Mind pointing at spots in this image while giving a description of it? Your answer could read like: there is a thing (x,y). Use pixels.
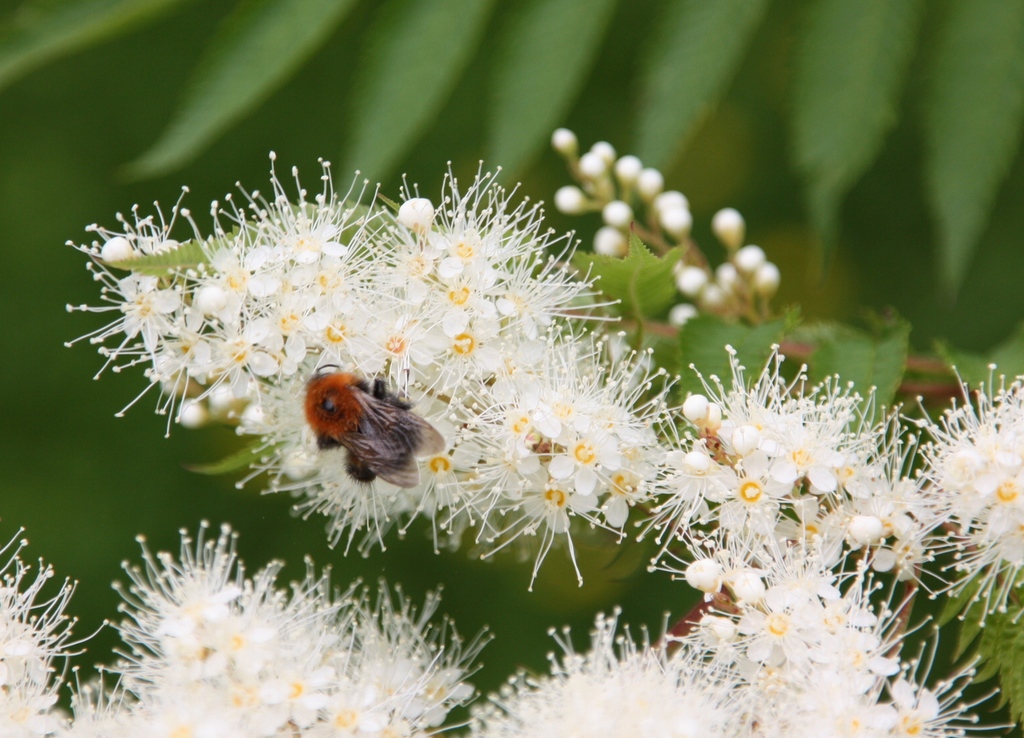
We can see white flowers (422,305) and buds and we can see insect (387,420) on this flower (412,376). In the background (440,78) it is green color.
